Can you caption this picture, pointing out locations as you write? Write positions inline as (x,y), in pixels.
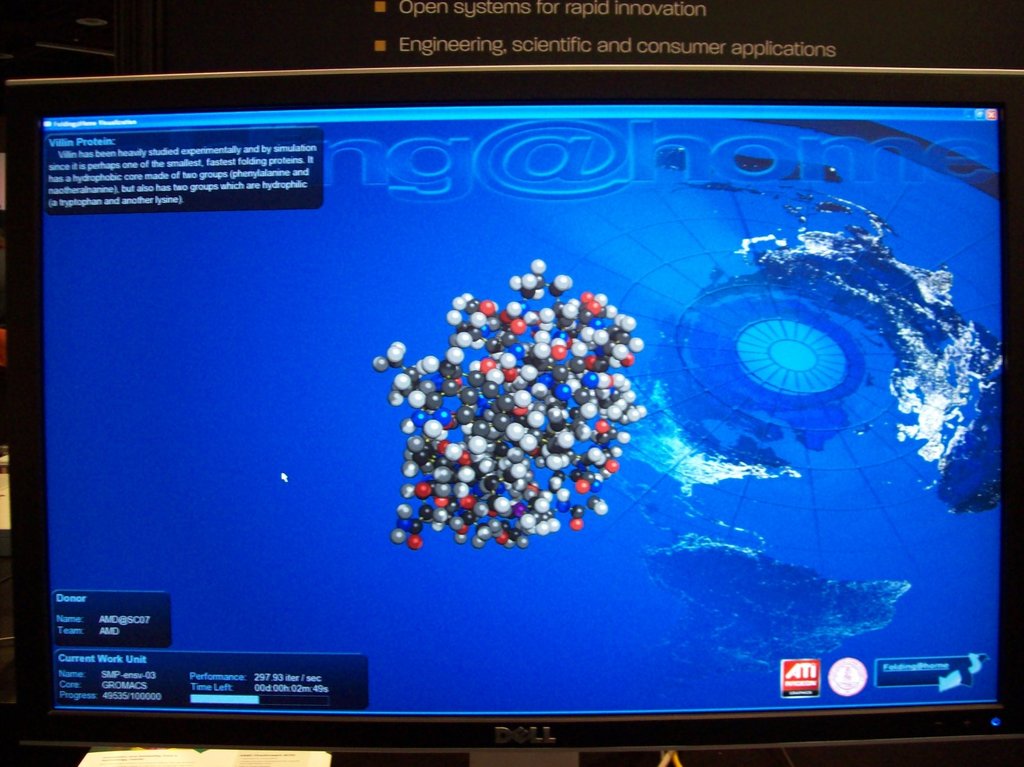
In this image we can see screen (506,527) of a monitor (448,739).
